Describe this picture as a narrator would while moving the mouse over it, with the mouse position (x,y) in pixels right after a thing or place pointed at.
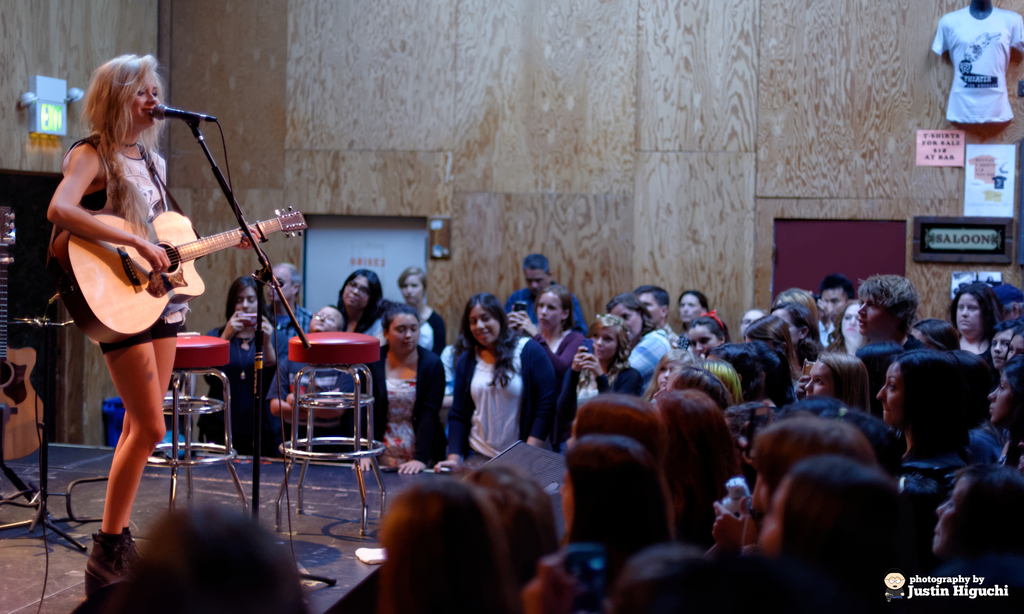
A woman (148,79) is singing with a mic (160,114) in front of her on a stage (202,475). She is playing guitar (103,291). There are two stools (327,358) and a guitar (14,394) beside her. There are people (245,337) around the stage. There is a mannequin (967,64) on to the wall (830,153) at corner.
